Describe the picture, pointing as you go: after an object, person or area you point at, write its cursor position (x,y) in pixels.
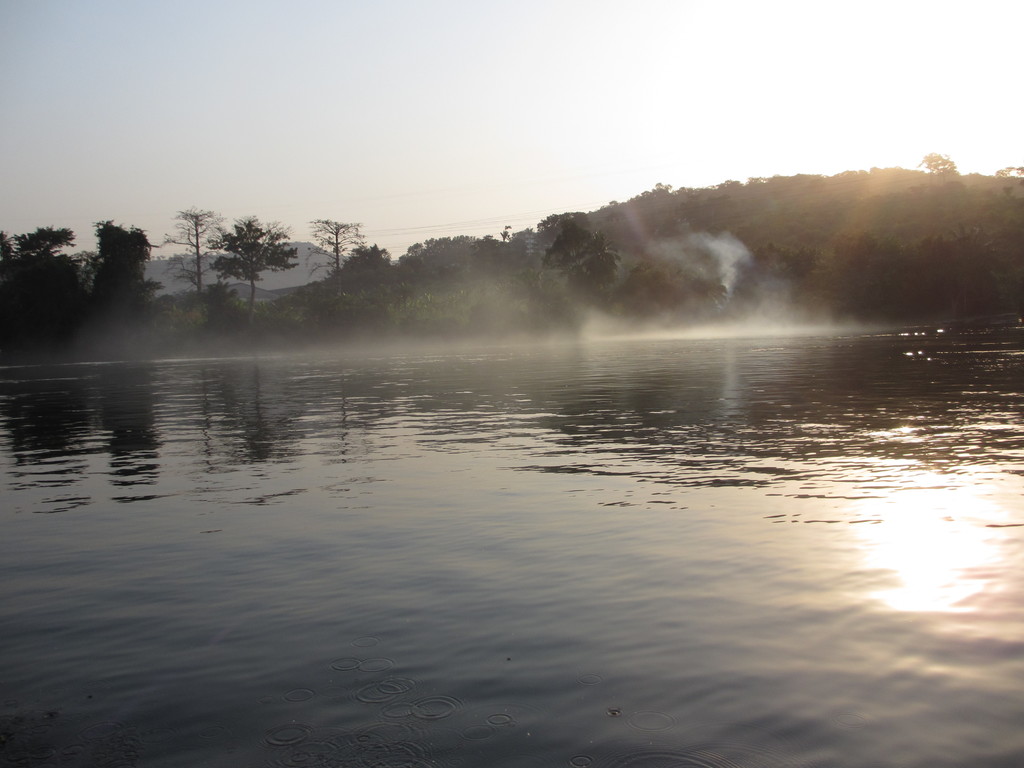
In this image we can see a river (672,492). There is a reflection (916,552) of a sky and a sunlight (898,550) on the water surface (846,580). There are many trees (456,239) and plants (780,220) in the image. There is a sky (720,107) in the image.
